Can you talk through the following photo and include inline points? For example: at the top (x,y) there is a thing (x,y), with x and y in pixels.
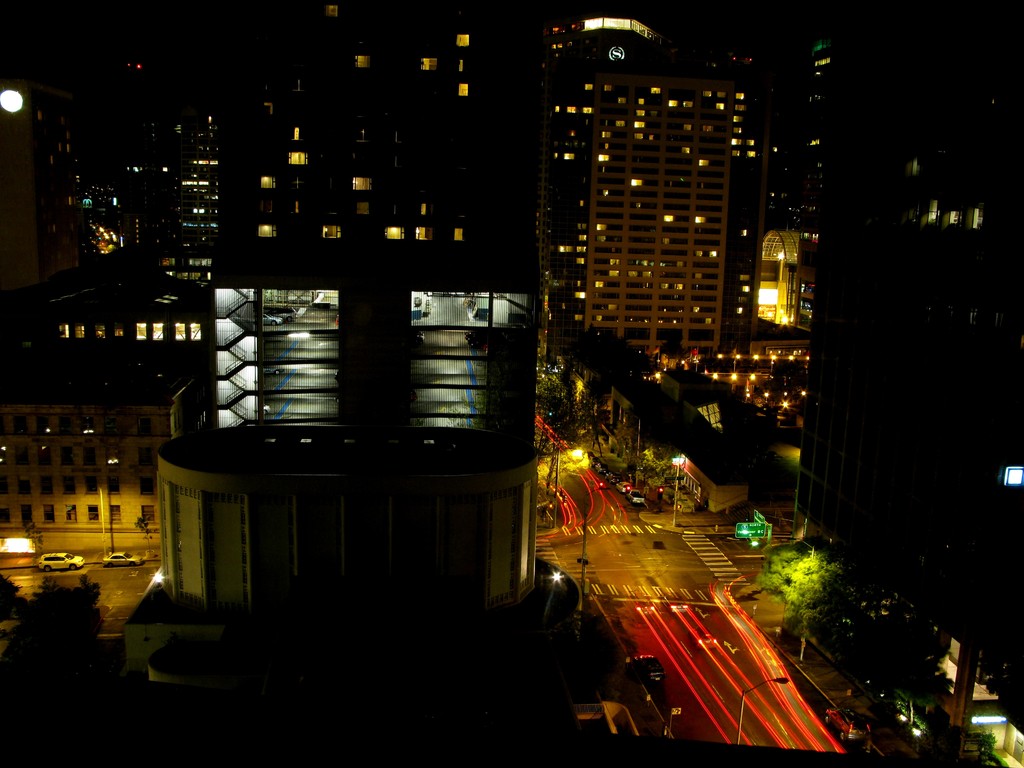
This picture is clicked outside. On the right (706,644) we can see the vehicles (619,490) running on the road (706,657) and we can see the trees (880,583), buildings (513,566) and lights (764,306).
